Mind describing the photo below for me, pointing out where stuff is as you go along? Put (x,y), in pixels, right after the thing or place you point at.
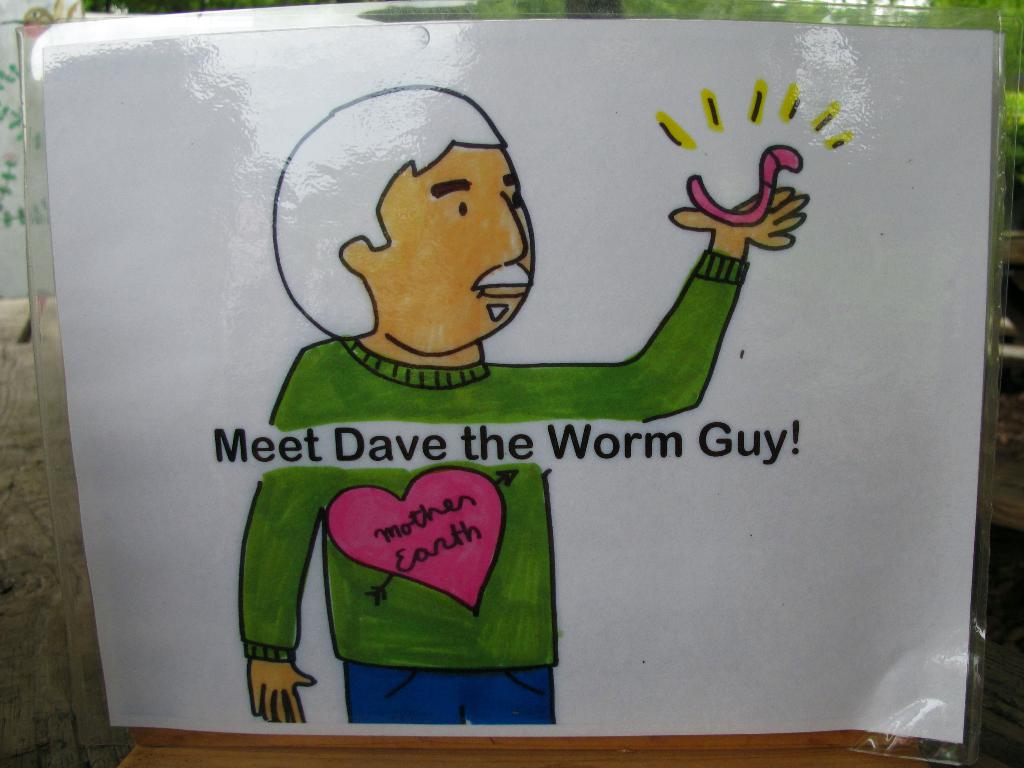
In this image there is a sketch (406,312) of a person (367,305) with some text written on it.
